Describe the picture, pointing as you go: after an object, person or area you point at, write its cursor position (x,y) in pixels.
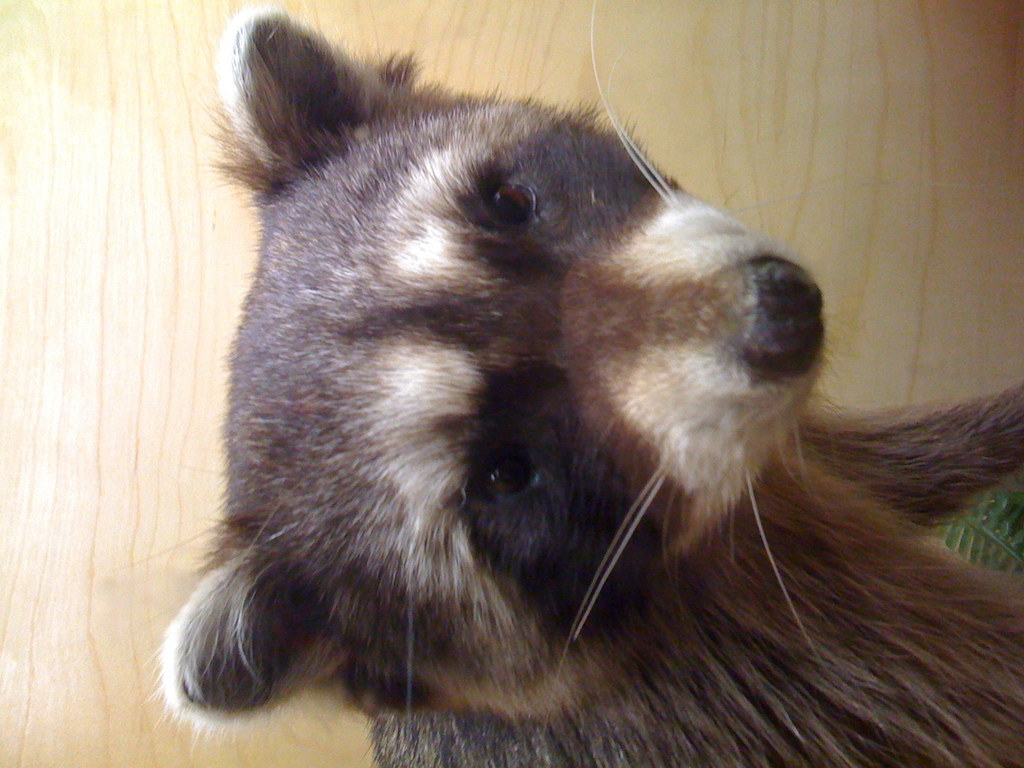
This picture is towards the leftward direction. At the bottom (571,647), there is an animal (508,448). In the background (174,176) there is a wood (797,223).
